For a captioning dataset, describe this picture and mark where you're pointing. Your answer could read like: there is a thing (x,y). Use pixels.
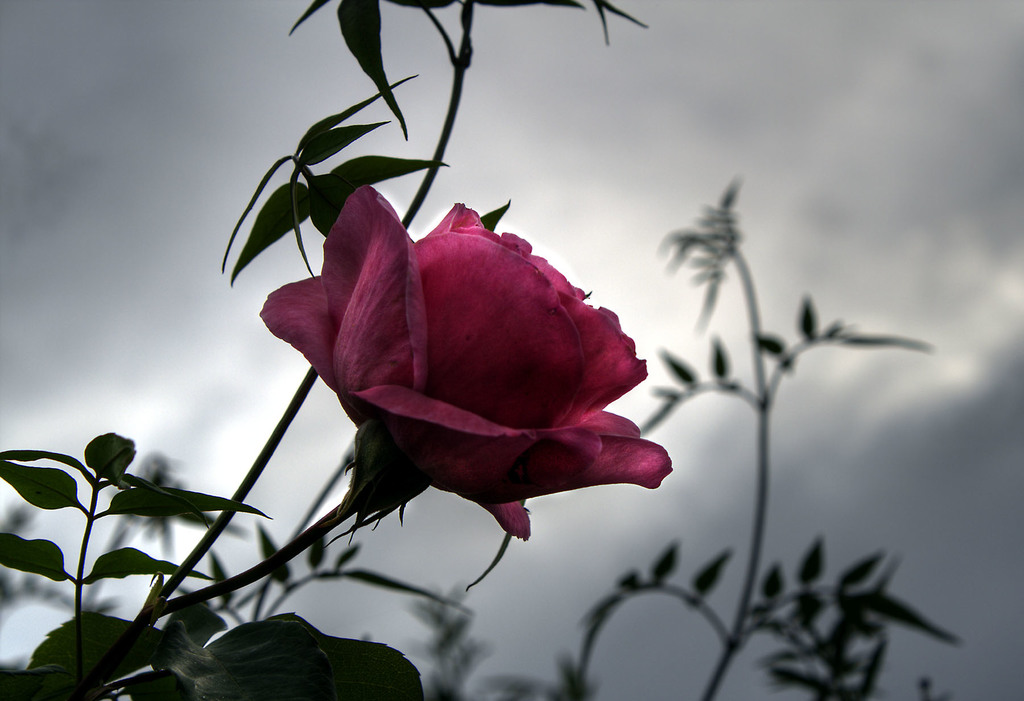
In this image I can see a flower (482,257) and number of leaves (379,695) in the front (320,686). In the background (212,573) I can see few plants (842,668), clouds (611,93) and the sky (315,247).
